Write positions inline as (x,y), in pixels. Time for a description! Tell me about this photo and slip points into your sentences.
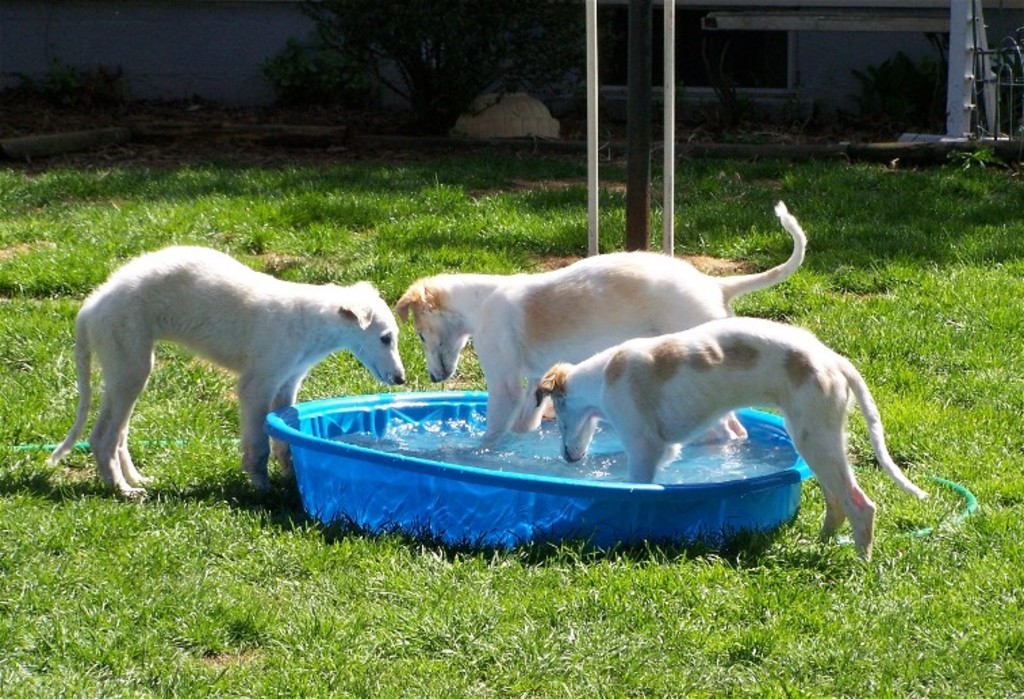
There is a blue tub (437,481) and it is filled with water (480,425). There are three dogs (542,330) around the tub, one dog (531,314) is standing inside the water (548,458) and the remaining two (635,379) are about to enter into the tub (308,482) and it is placed on the green grass (286,179). There are three poles (597,124) behind the dogs (548,289) and in the background (511,76) there is a small plant (531,70) and some herbs (883,101).
